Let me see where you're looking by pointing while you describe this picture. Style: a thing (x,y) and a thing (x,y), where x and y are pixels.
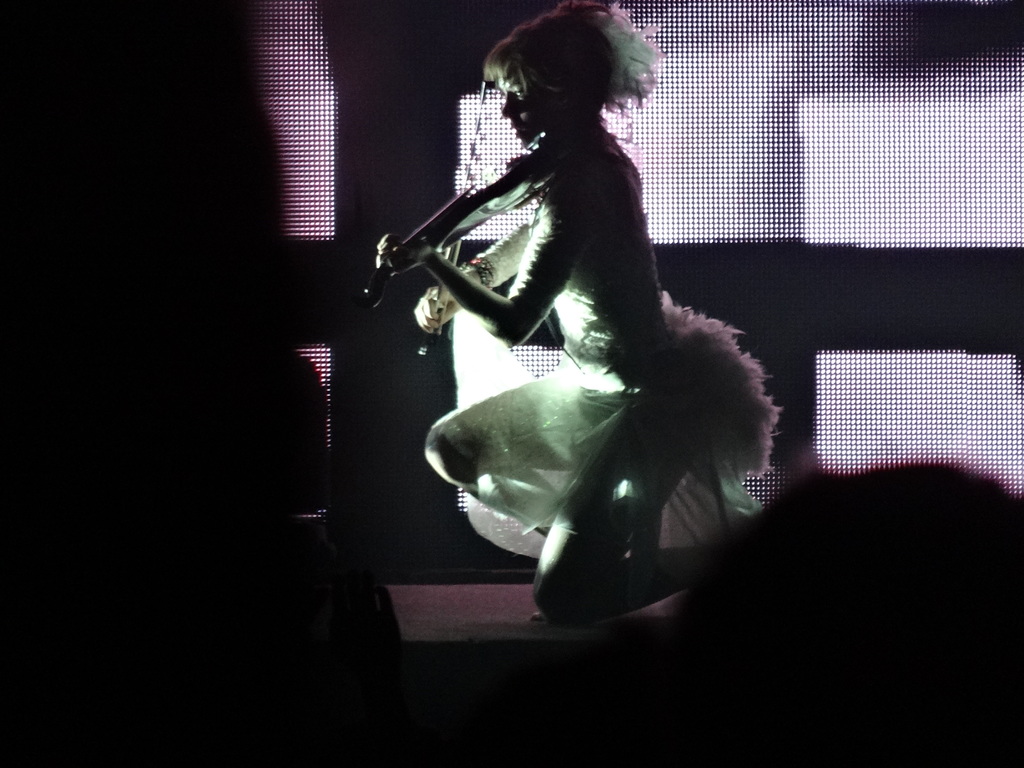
This picture is dark, in this picture there is a woman (582,392) playing a musical instrument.
